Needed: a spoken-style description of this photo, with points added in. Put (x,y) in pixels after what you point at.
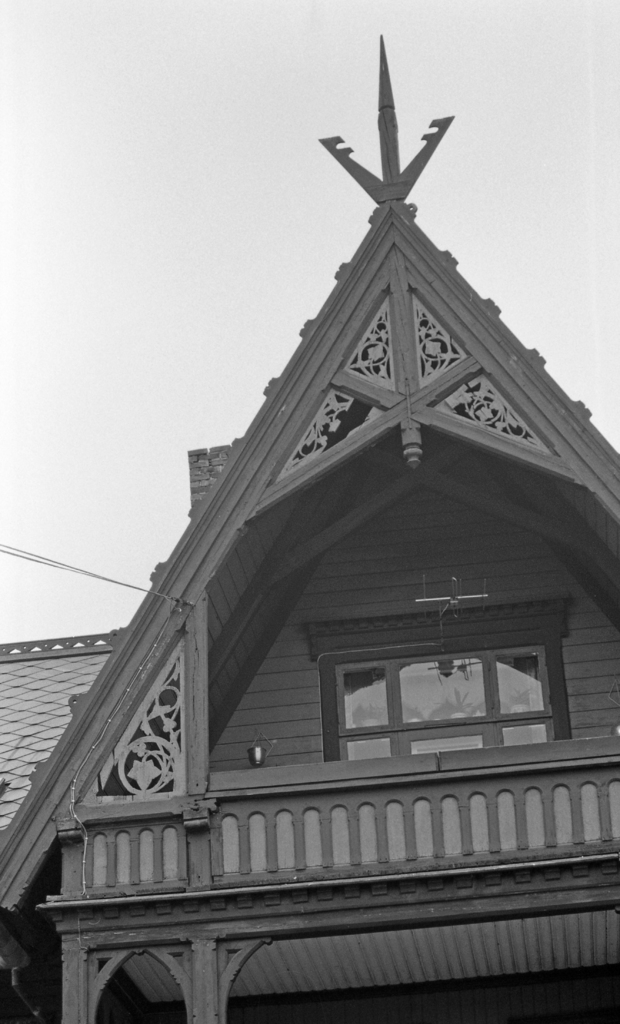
In this image there is a house (316,819). Only the top part (112,638) of the house (427,643) is captured in the image. There are glass windows (397,680) to the walls (580,660) of the house (370,705). To the left (51,664) there is a roof (33,690). At the top (155,176) there is the sky (177,135).
